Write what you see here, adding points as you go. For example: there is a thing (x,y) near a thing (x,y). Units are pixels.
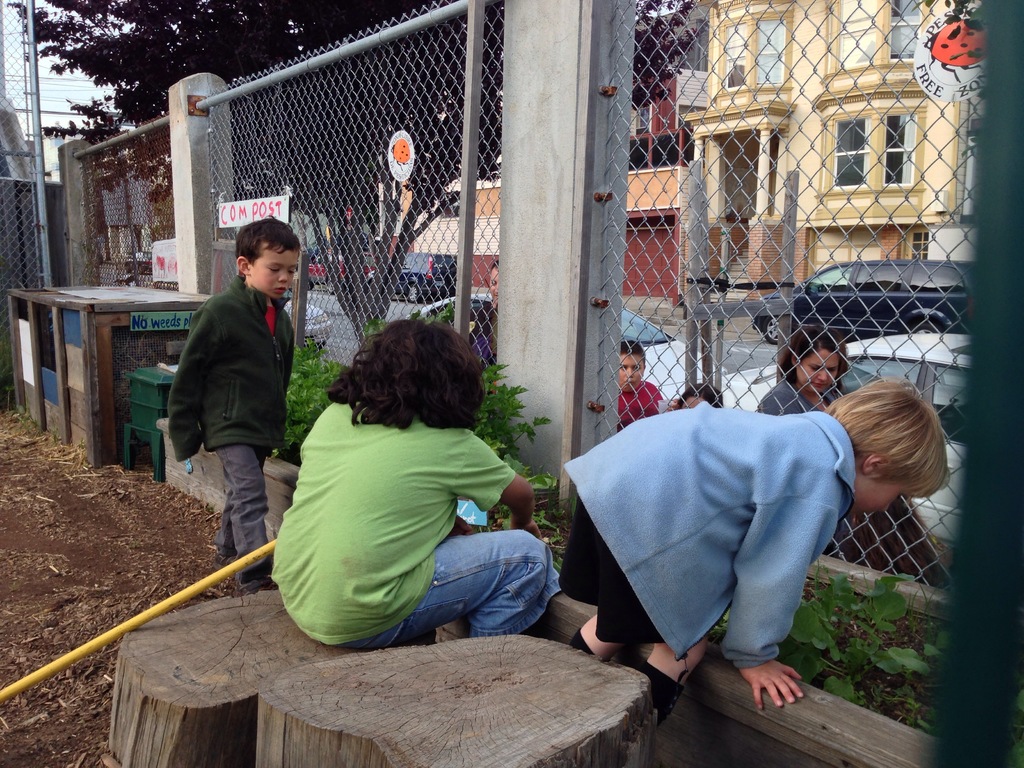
In this image I can see few children (760,435) and between them I can see fencing (535,225). In the background (379,168) I can see few trees (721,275), few plants (820,661) and few buildings (862,151). I can also see a yellow color thing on the left side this image.
